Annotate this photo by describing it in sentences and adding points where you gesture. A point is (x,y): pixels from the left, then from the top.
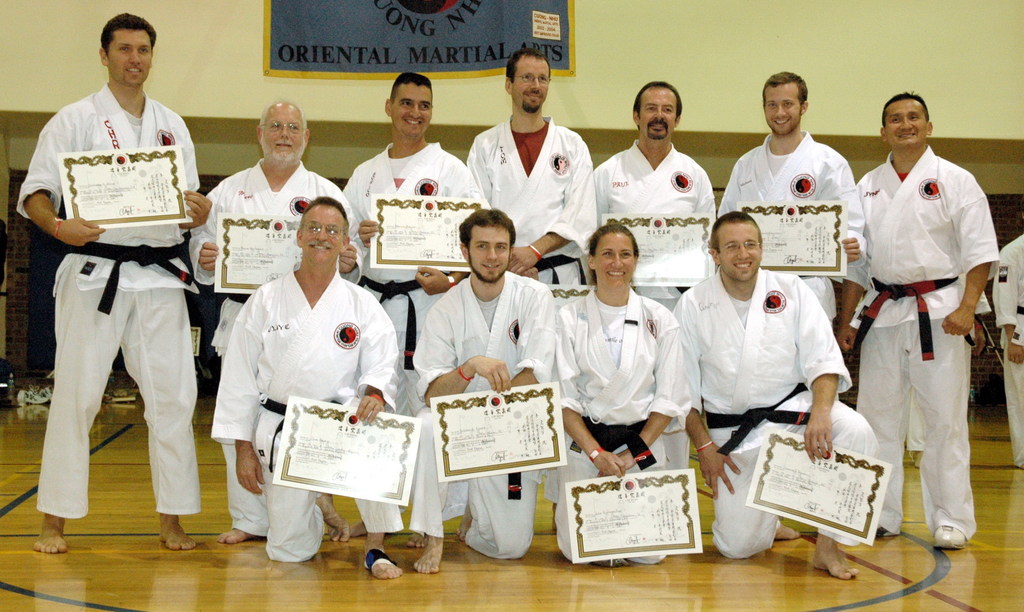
In this image we can see persons (114,330) standing and some are sitting on the floor (142,482). Most of the persons (596,191) are holding certificates (447,398) in their hands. In the background (283,71) we can see an advertisement (362,50) attached to the wall (261,92).
